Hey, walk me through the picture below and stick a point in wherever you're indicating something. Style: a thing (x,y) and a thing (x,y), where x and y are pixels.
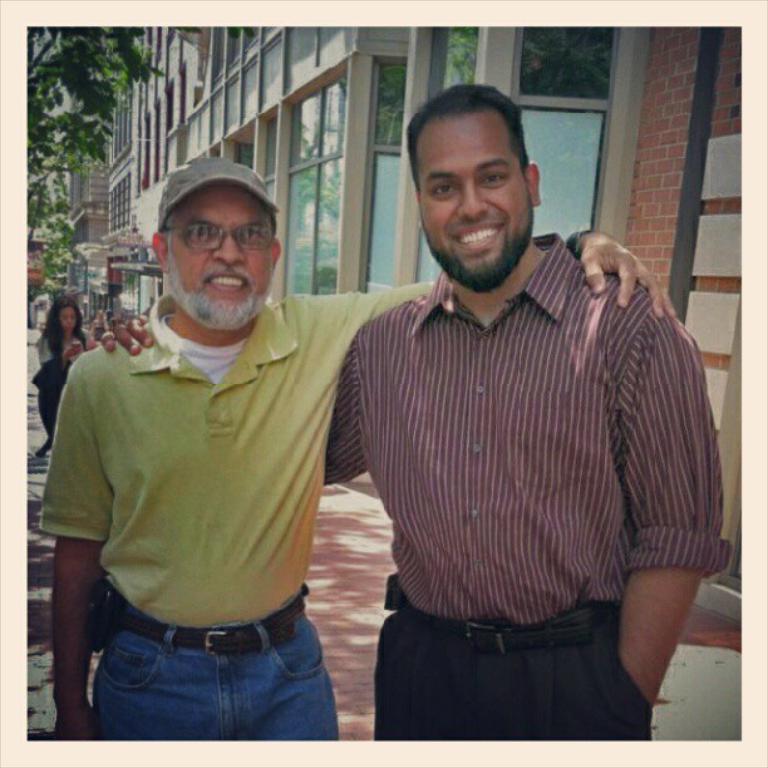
It is an edited image, there are two men (439,374) standing one beside another. Both of them are smiling and posing for the photo, in the right side (542,43) here are a lot of buildings (297,128) and the people (316,486) are standing on the footpath (313,610) and behind them some other people (72,317) are walking on the path (376,532). In the left side (105,105) there is a tree (74,50).
